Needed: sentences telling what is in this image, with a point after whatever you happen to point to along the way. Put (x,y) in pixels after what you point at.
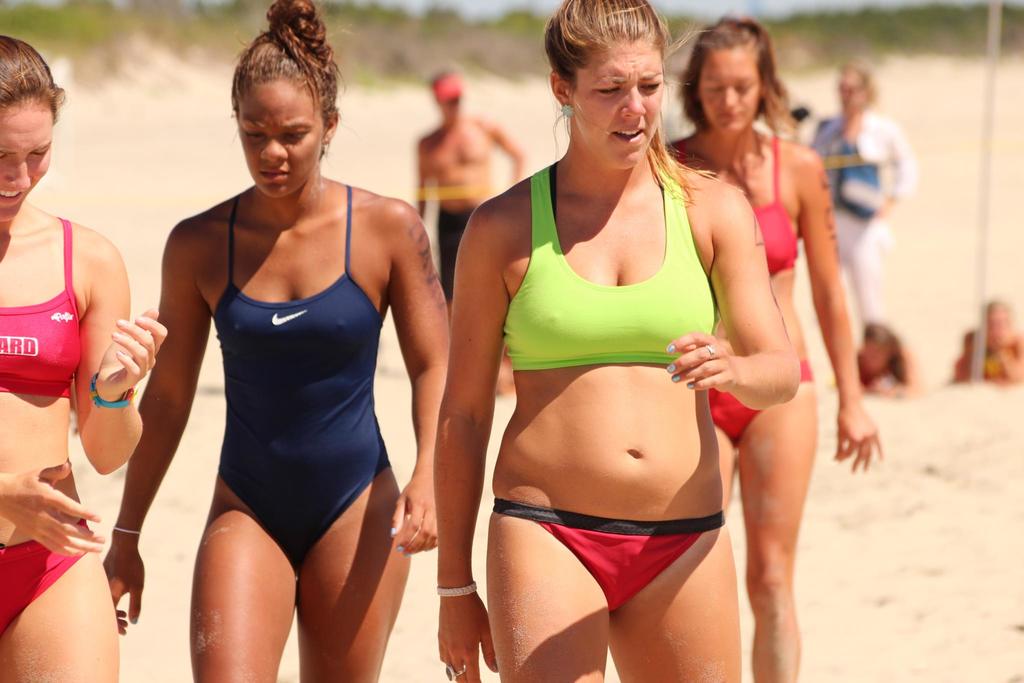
In this image we can see few people (562,355) walking on the sand (946,490) and a blurry background (168,108).
